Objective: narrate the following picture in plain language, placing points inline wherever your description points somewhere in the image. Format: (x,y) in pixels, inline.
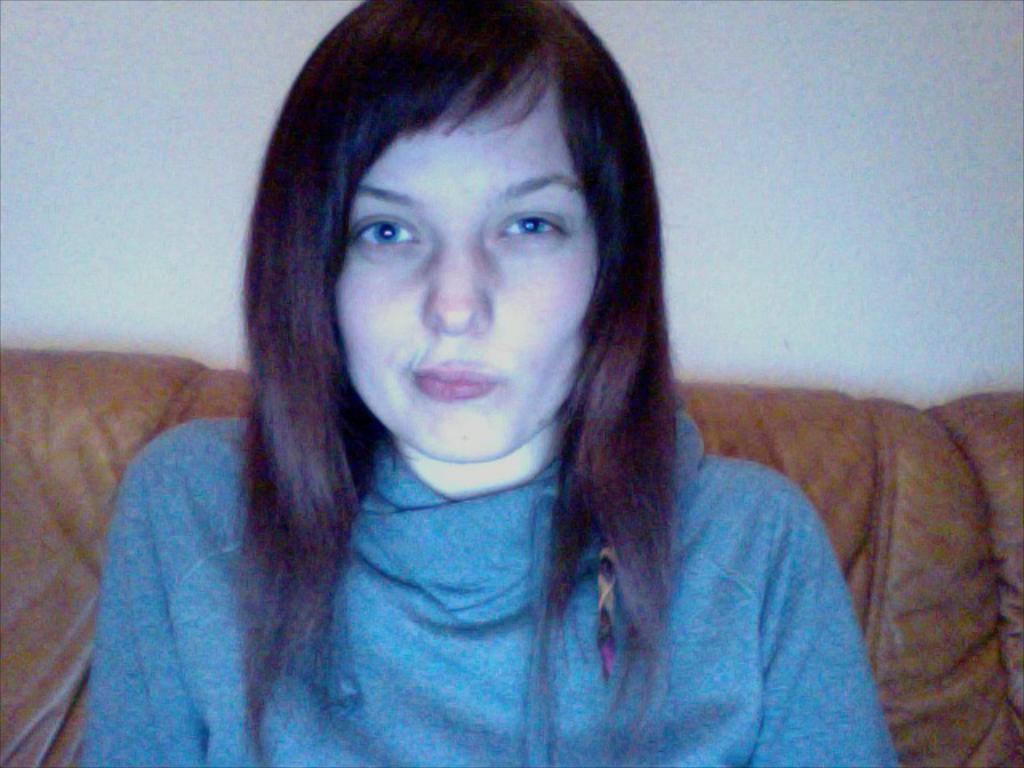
In this picture, we see a woman (507,462) in the blue T-shirt (517,561) is sitting on the sofa (73,586). This sofa (906,577) is in brown color. She is posing for the photo. In the background (133,188), we see a wall (805,237) in white color.
